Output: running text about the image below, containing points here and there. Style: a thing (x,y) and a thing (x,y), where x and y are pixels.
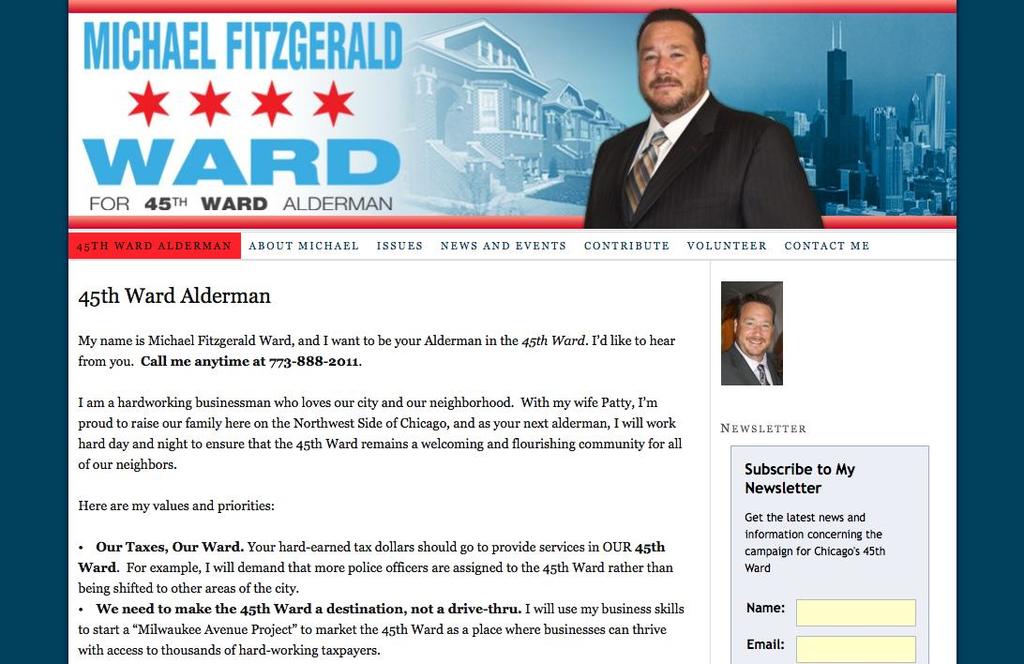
In this image I can see the screenshot of the website in which I can see the picture (534,201) of a person (666,166) and few buildings (561,94). I can see something is written on the picture.
